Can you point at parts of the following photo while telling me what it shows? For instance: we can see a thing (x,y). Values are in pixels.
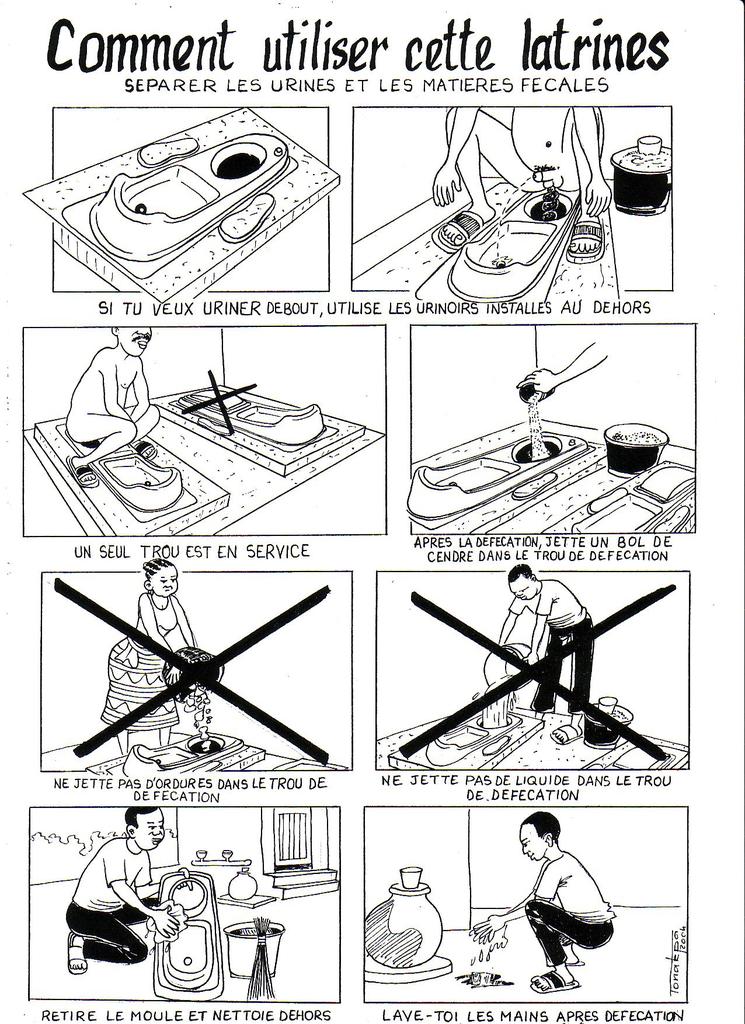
Something written on this poster (647,842). On this poster (500,858) there are pictures (130,674) of people (495,930) and toilet seats (441,753).
